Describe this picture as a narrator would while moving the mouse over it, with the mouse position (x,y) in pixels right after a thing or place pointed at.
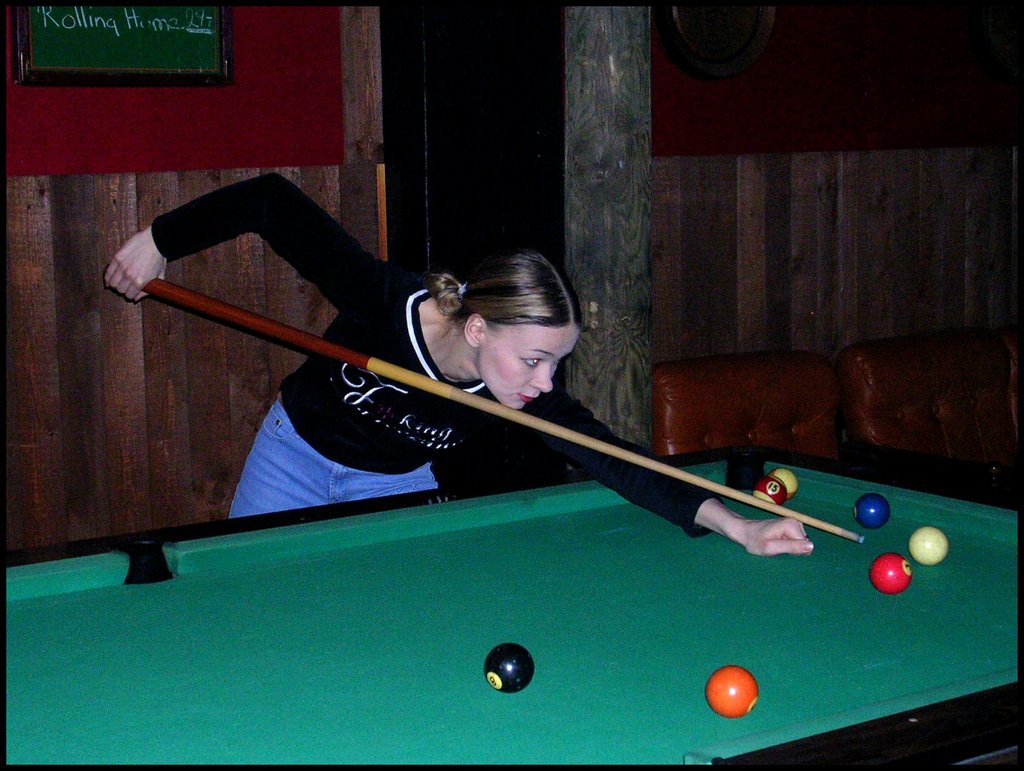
A woman (426,433) is wearing a black color T-shirt (369,382) and playing the billiards game.
